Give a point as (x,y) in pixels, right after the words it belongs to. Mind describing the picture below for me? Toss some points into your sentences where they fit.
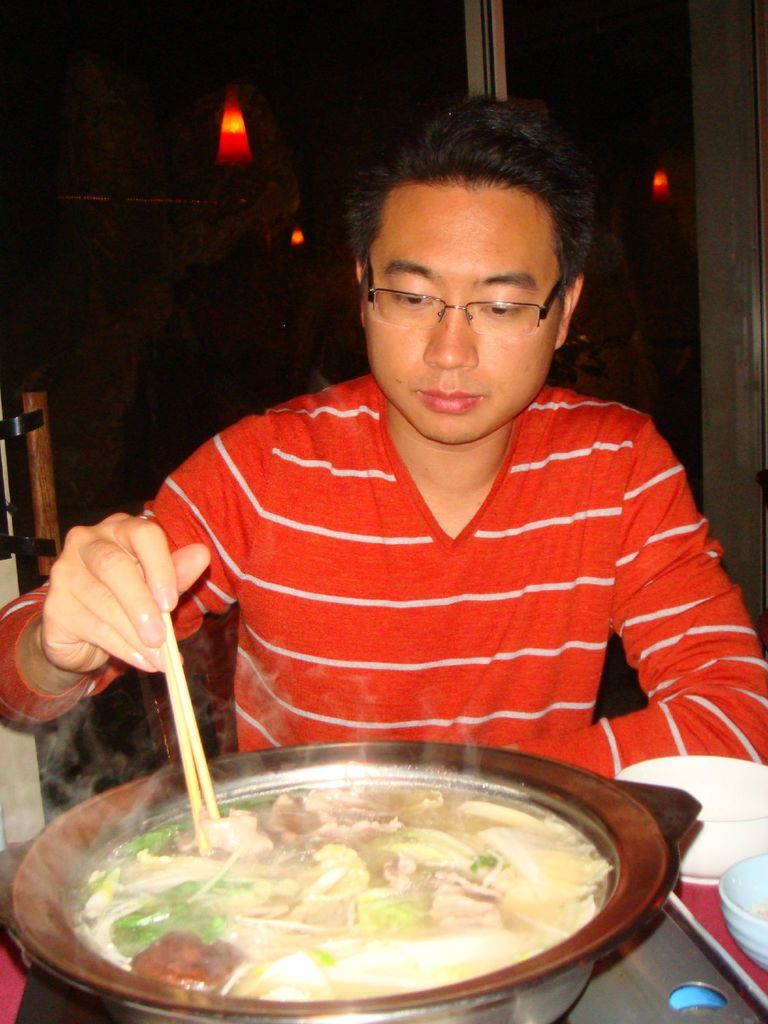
As we can see in the image a man (549,685) is sitting and he is dipping the chopsticks (196,780) in a bowl (52,878) which is filled with a soup (316,958) and food items (430,918). The man (358,494) is wearing a red shirt (565,596) on which there are white stripes (494,658). He is wearing specs (490,313) and at the background (168,360) is darker and on the top (231,128) a red light (234,137) is hanging on two sides.
